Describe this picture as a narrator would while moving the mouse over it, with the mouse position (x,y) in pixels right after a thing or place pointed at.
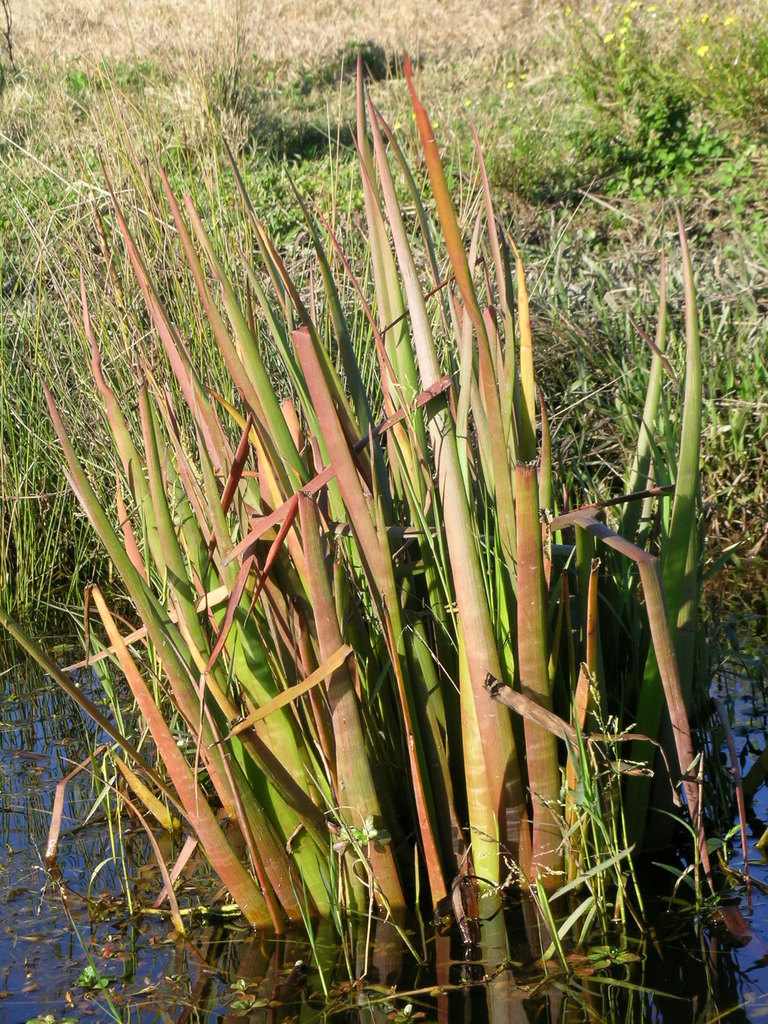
In the picture we can see a grass plant (448,754) in the water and besides to it, we can also see a grass (54,484) with some plants (690,168).
